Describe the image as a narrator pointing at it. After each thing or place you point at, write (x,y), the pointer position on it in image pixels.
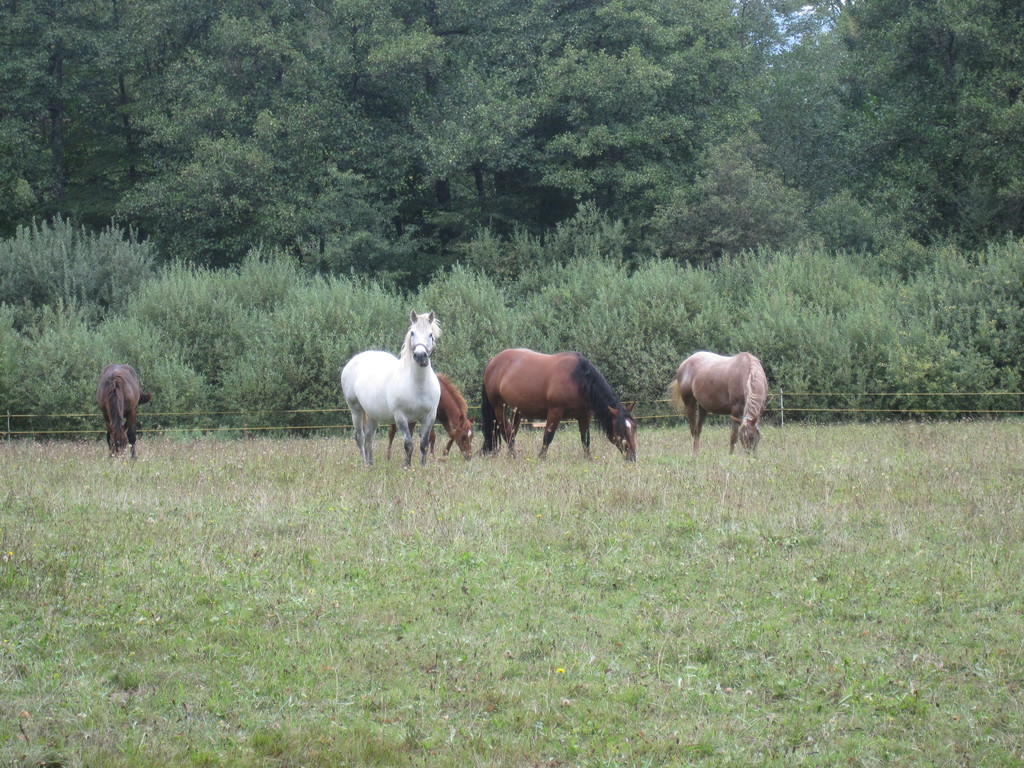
This picture is clicked outside the city. In the foreground (460,685) we can see the grass (492,529). In the center (492,416) there are some animals (409,451) standing on the ground (597,437) and some of them seems to be eating the grass (508,418). In the background (838,29) we can see the trees (785,132) and the plants (514,317).
